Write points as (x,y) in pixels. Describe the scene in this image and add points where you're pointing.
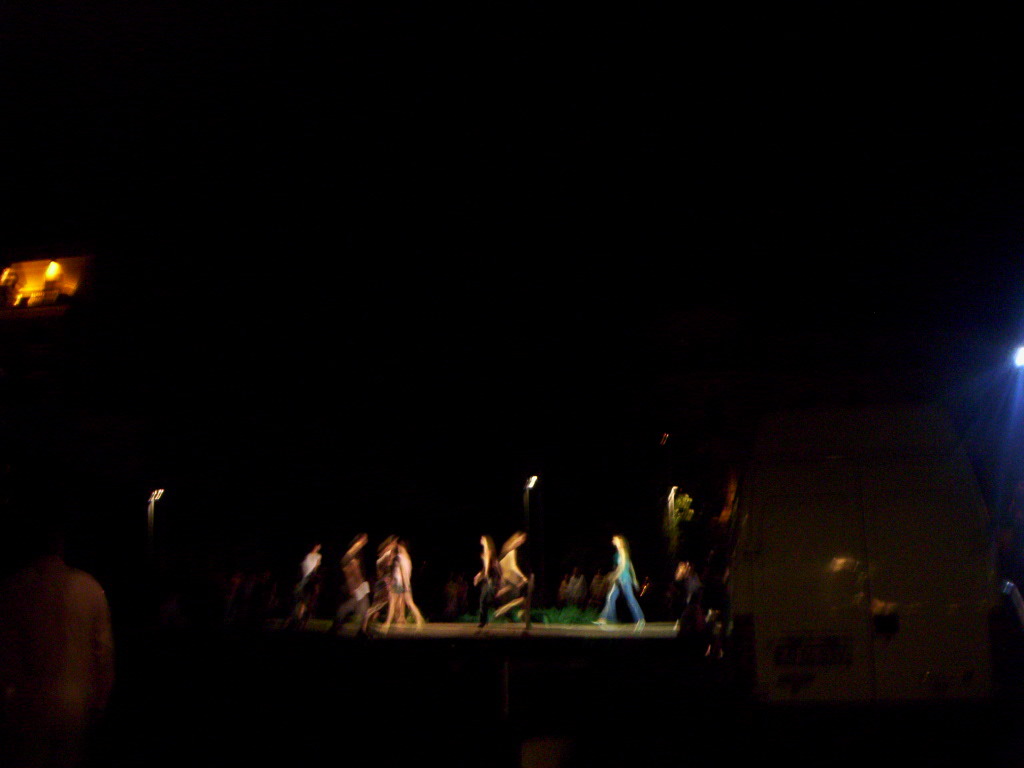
In this picture there are group of people (460,608) walking on the stage (638,621) and there are street lights (668,497) and there are trees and there is a vehicle (879,687). At the top (324,136) there is sky (463,120). At the bottom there is a stage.
